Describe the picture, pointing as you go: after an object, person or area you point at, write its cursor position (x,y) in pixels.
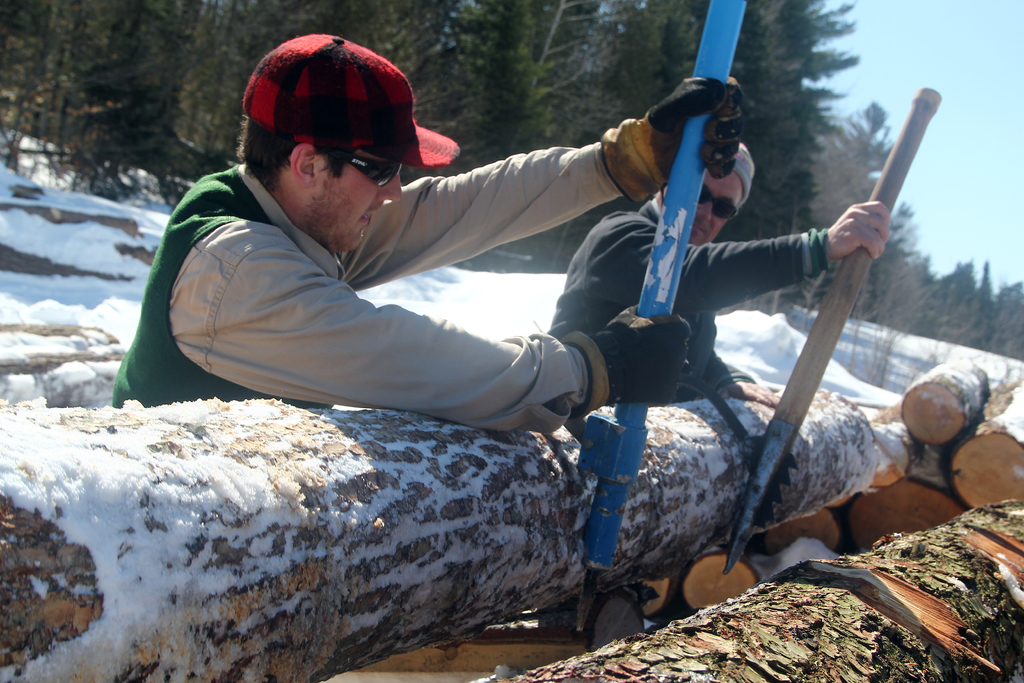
In the picture I can see two men (393,239) are holding wooden sticks (664,229) in hands (661,172). These people (349,195) are wearing caps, shades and clothes (566,382). In the background (515,307) I can see the snow (494,286), trees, the sky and wooden pieces (842,405).
